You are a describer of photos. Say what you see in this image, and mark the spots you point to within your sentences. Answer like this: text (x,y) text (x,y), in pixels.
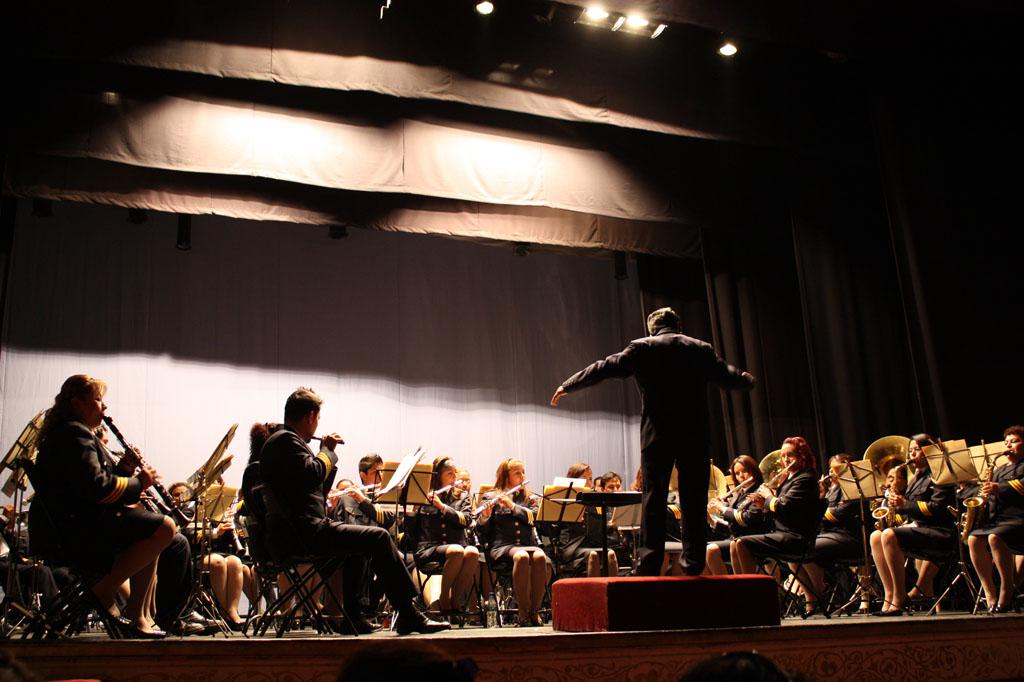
In the picture we can see a stage (246,639) on it, we can see many people (411,608) are sitting on the chairs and playing a musical instrument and in front of them, we can see some stand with some papers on it and we can see one man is standing and giving training to them, he is in black color blazer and in the background (17,290) we can see a wall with a curtain (568,223) and to the ceiling (661,1) we can see some lights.
